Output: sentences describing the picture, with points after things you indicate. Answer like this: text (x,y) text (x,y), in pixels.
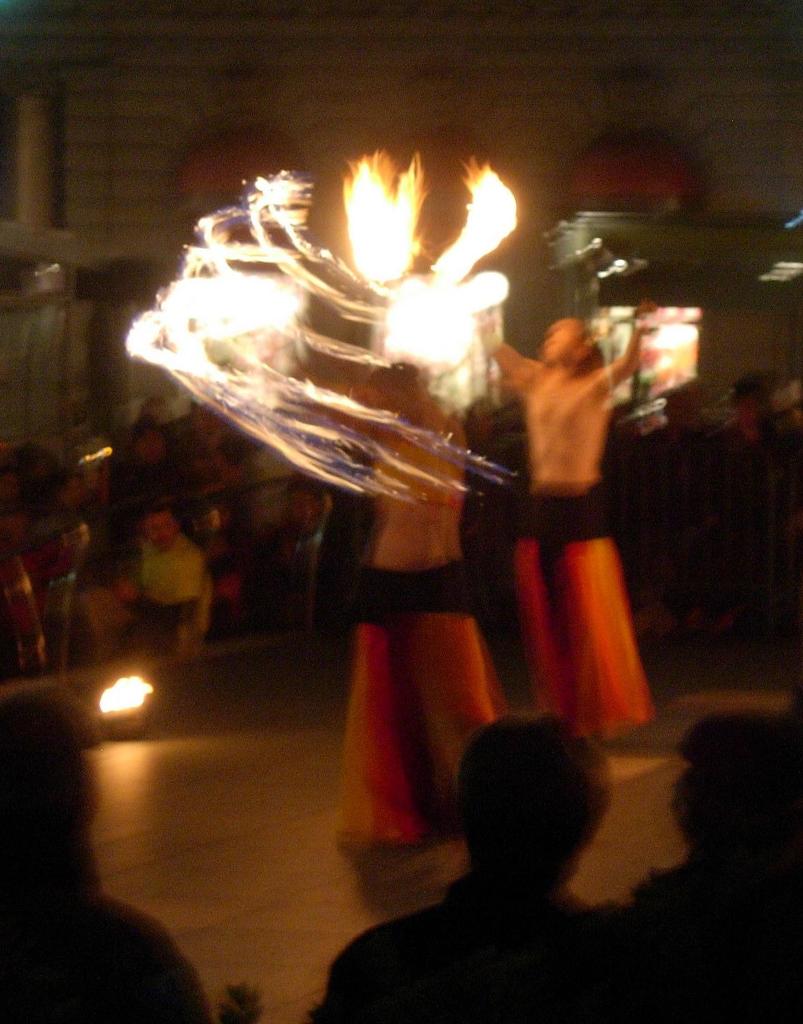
In this image I can see the group of people (34,469) around. I can see two people (445,463) and I can see the fire (142,335) in front (496,290). The image is blurred.
